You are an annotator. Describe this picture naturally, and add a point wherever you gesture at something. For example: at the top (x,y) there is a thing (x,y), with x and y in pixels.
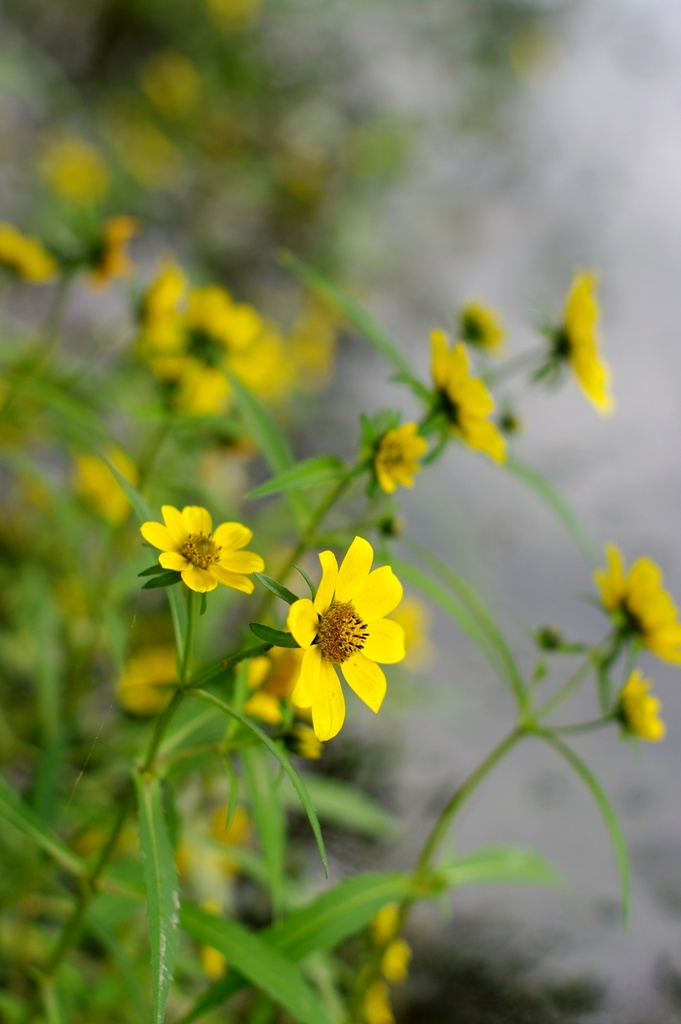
In this picture we can see some leaves (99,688) and flowers (591,374) in the front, there is a blurry background (158,221).
